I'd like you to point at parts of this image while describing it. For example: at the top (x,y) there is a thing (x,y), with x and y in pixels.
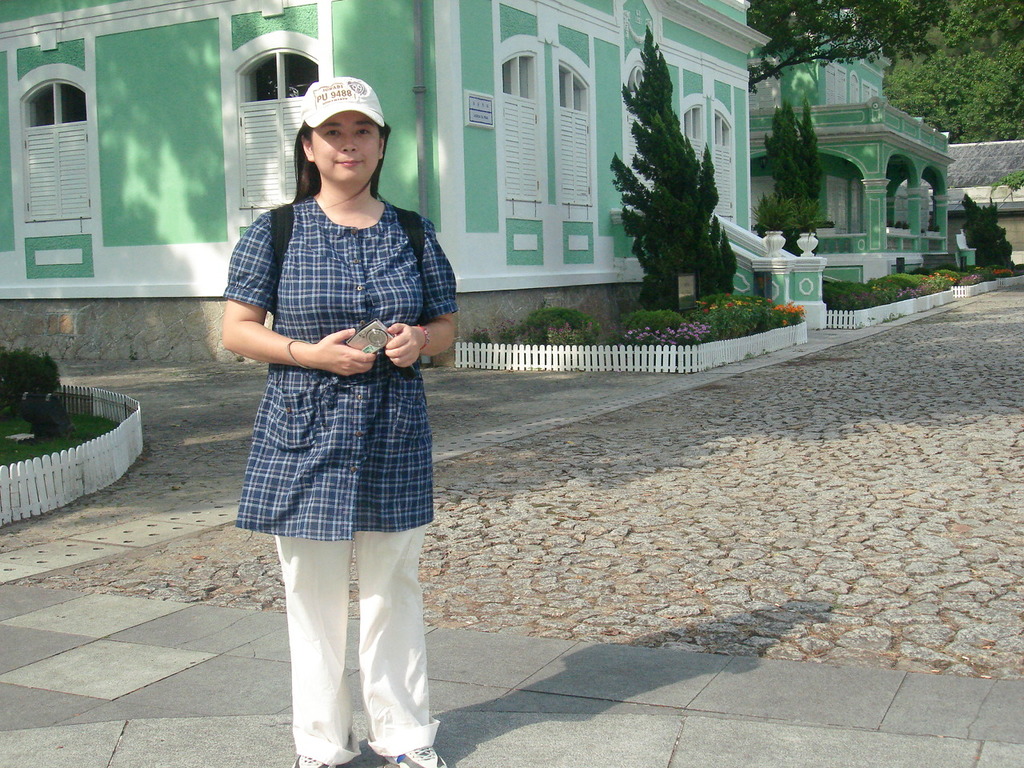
The woman (251,304) in front of the picture wearing a blue dress (395,370) and white pant (365,588) is holding a camera (381,336) in her hands (364,369). She is smiling. She's even wearing a white cap (319,103). On the right side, we see plants (614,171) and picket fence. Behind her, we see buildings (196,200) in white and green color. There are trees (669,226) and plants (843,305) beside the building (714,11). In the right top of the picture (966,71), there are trees (936,115).
